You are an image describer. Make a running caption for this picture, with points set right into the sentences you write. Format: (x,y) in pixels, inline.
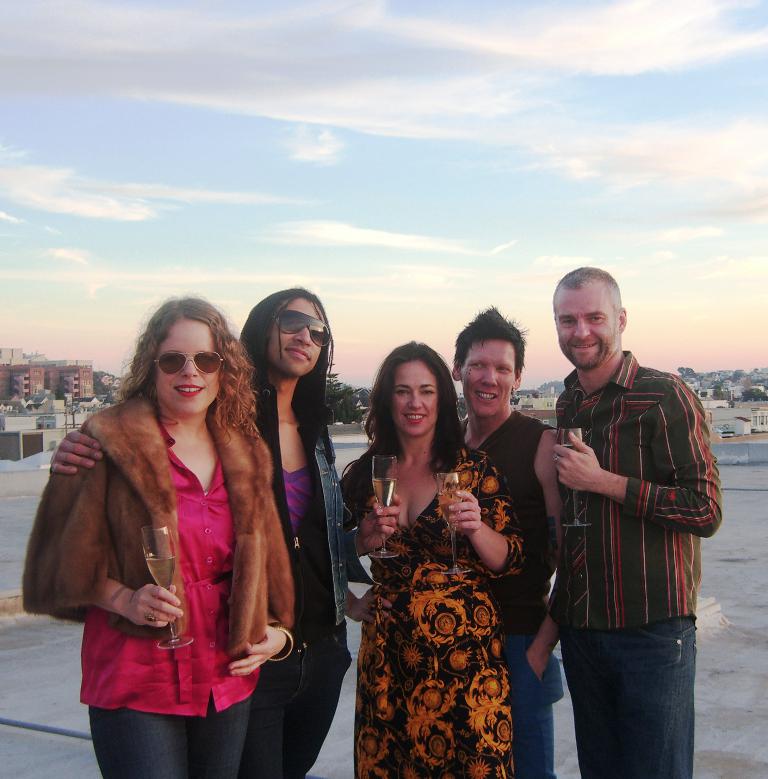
In this picture we can see a few people (373,678) holding glasses (173,637) in their hands (165,607) and smiling. There are some buildings (46,428) visible in the background (24,369).
